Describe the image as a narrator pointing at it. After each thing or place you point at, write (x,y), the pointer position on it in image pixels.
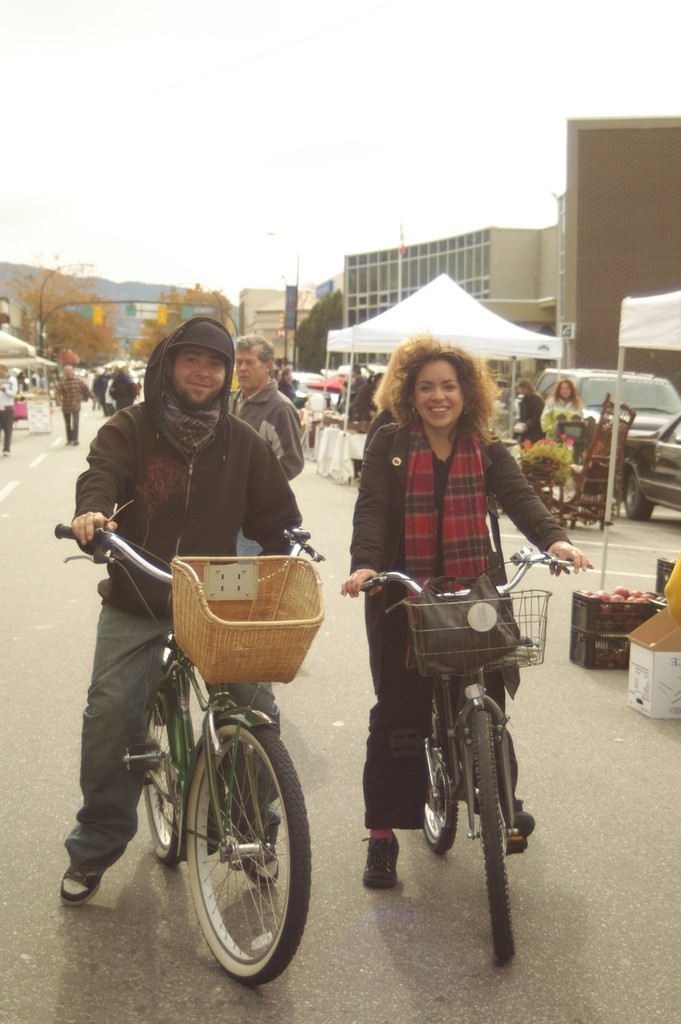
There are two people (139,538) in the image man (183,506) and woman (449,523) in which both man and woman (470,591) are riding a bicycle (272,775) inside woman basket (435,629) we can see a carry bag (461,612). Beside woman (480,577) we can see fruits (629,597) inside the baskets (602,608). On right side (632,486) we can see two cars (643,410) and tent (537,350) and group of people (72,382) who are walking on road (24,430). There are some trees (45,303) on both right side and left side (55,298), on right side (471,243) we can see street light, building (459,260), mountains (9,278) on left side (83,280) and sky (142,167) on top (153,167).
